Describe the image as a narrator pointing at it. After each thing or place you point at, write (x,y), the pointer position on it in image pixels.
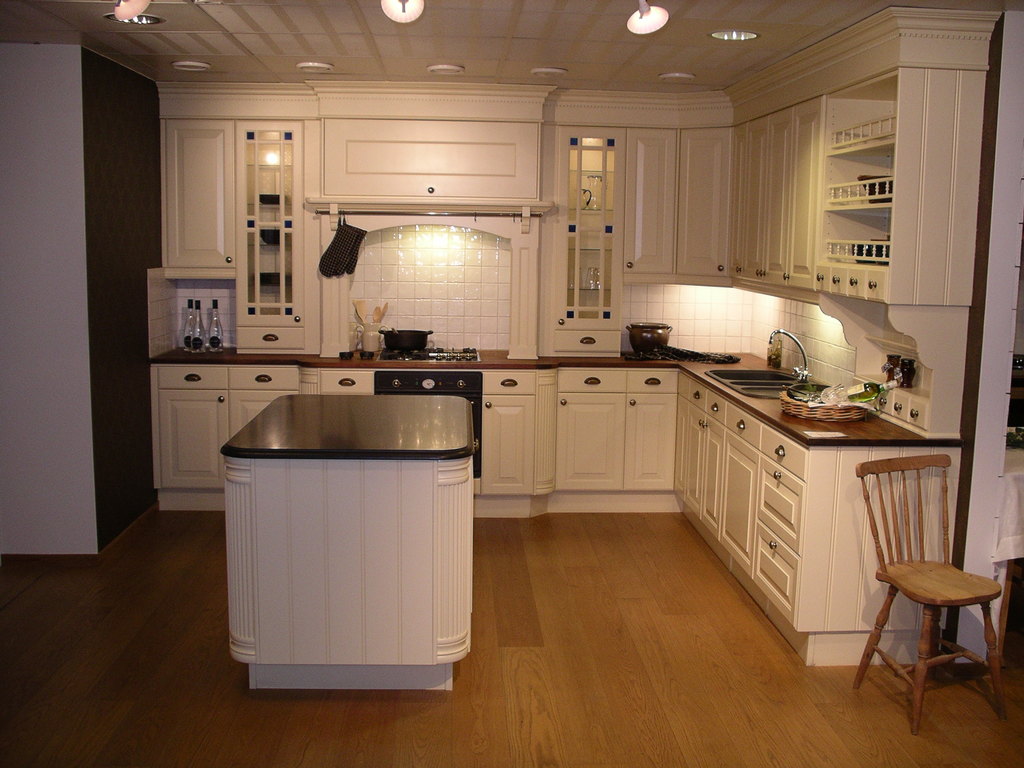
This image is taken in a kitchen (627,443) where we can see a chair (873,637), table (418,608), kitchen slab (779,419), sink (765,371), basket (811,408) with few objects (798,403), cup boards (581,432), stove (479,417), bowl (395,345), spoons (361,319), bottles (217,318), wall (56,168) and the lights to the ceiling (489,35).
